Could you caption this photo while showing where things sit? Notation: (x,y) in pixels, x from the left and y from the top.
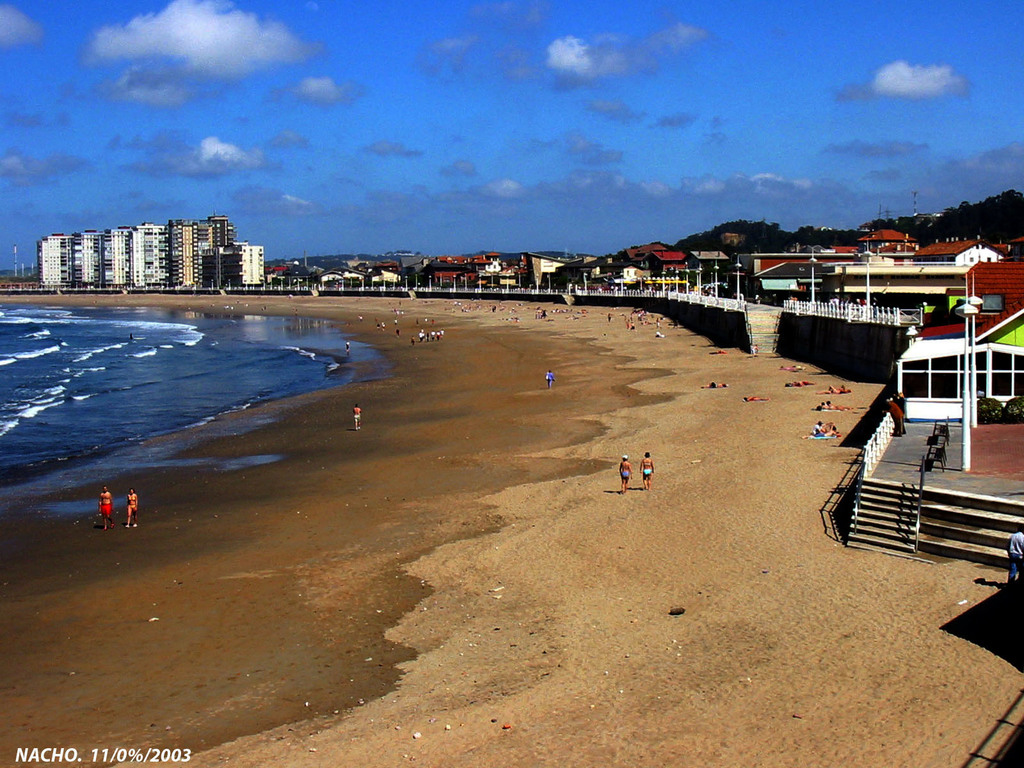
This picture shows buildings (1020,369) and trees (779,235) and we see few people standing and few are walking and few are laying on the seashore (744,439) and we see water (180,378) and text (175,751) at the bottom left corner (179,751) and we see a cloudy sky (659,57).
